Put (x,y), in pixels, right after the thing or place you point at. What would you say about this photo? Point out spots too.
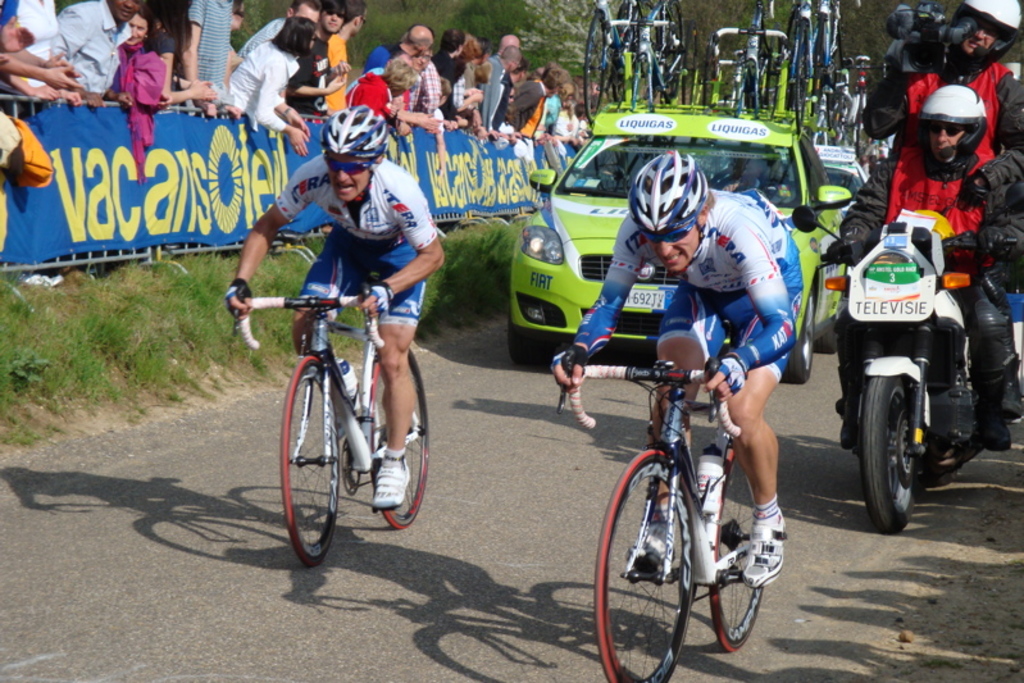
This picture is clicked outside. On the right (696,338) we can see the two persons (721,274) riding bicycles (343,464) and we can see a person (965,62) holding a camera (917,53) and a person (978,113) riding a bike (939,368) and we can see the cars (806,160) running on the road (536,398). In the background (839,122) we can see the group of bicycles (757,65), group of persons (309,85), grass (115,347), banners (259,169) on which we can see the text (176,176) and we can see the trees (525,23) and some other objects (507,133).
